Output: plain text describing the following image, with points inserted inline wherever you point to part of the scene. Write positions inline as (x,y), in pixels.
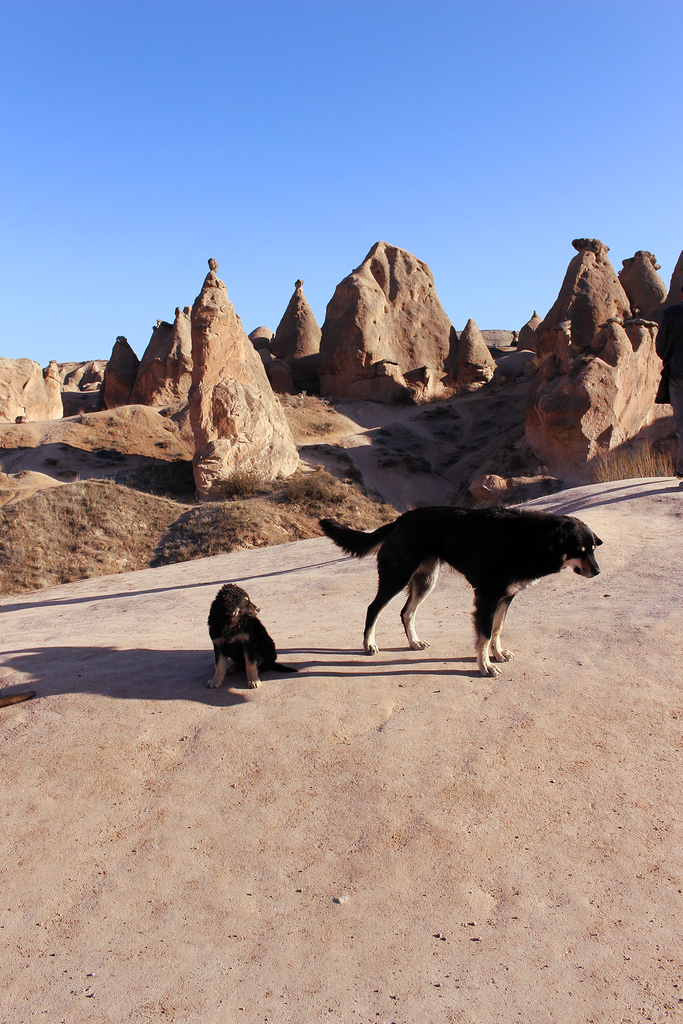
In this image I see 2 dogs (221,664) over here which are of black in color and I see the ground (597,581). In the background (1,344) I see the sky (185,283) and I see few things (298,389) over here.
